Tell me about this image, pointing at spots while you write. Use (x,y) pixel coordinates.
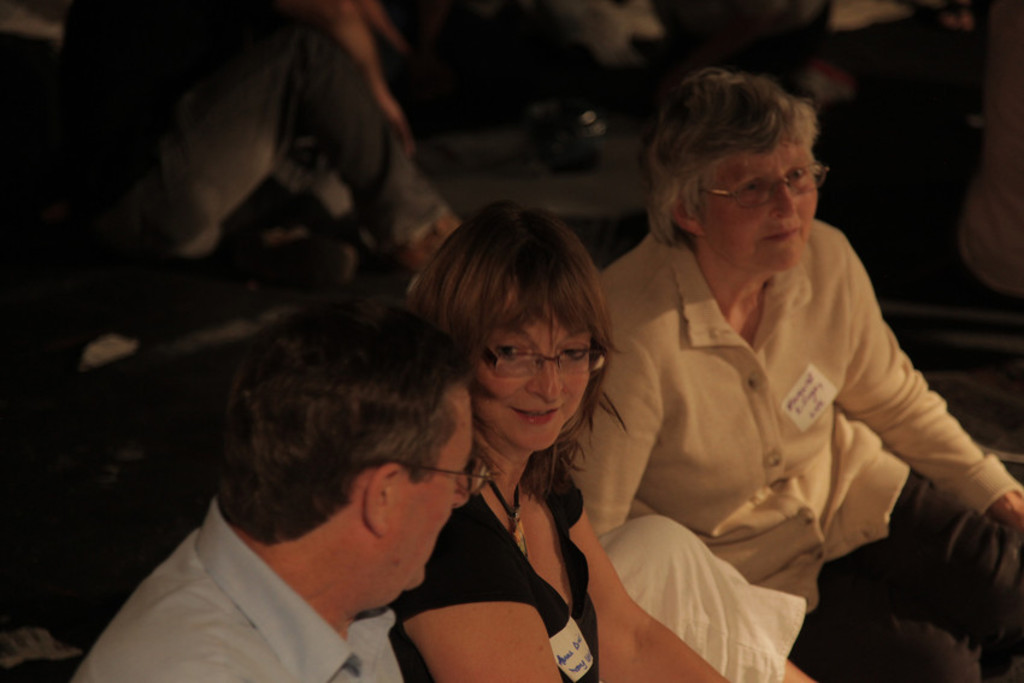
In this image there are three persons (638,474) sitting on the floor (133,306). In the middle (484,442) there is a woman (571,573) talking with the man (303,500) who is beside her. In the background (349,63) there are few other people (334,71) sitting on the floor (153,294). There is a badge (796,415) on their shirt (727,453).
